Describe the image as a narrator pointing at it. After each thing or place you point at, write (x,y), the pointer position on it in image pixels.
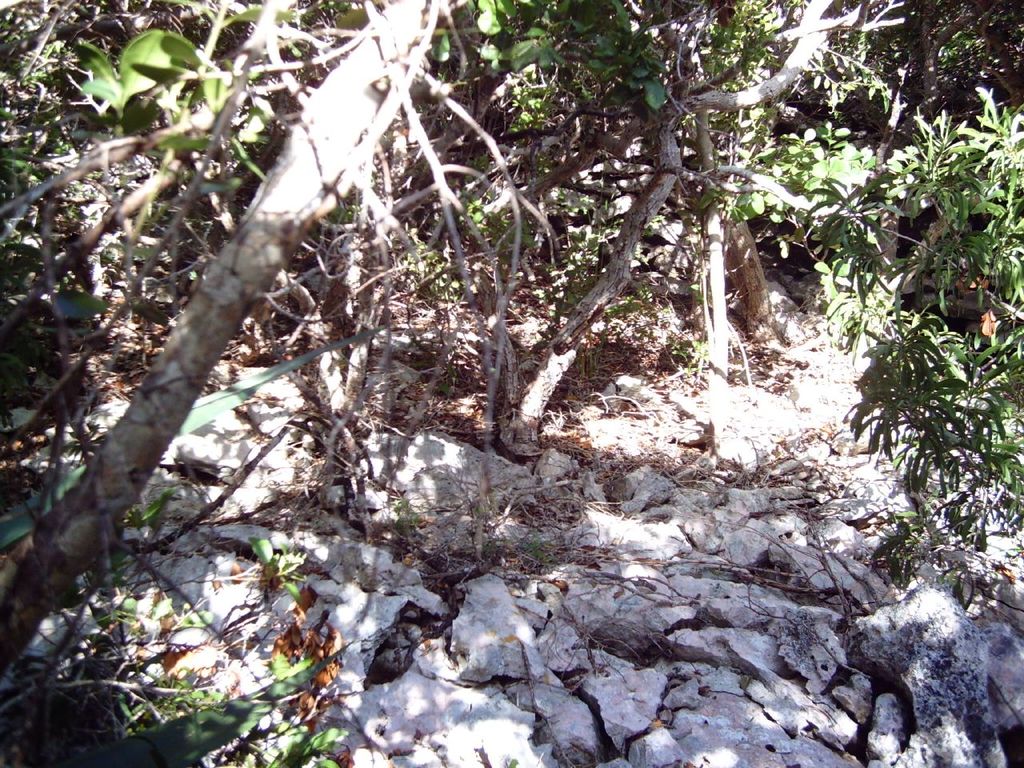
In the image we can see there are trees (506,224) and there are rocks (693,631) on the ground (670,618).
